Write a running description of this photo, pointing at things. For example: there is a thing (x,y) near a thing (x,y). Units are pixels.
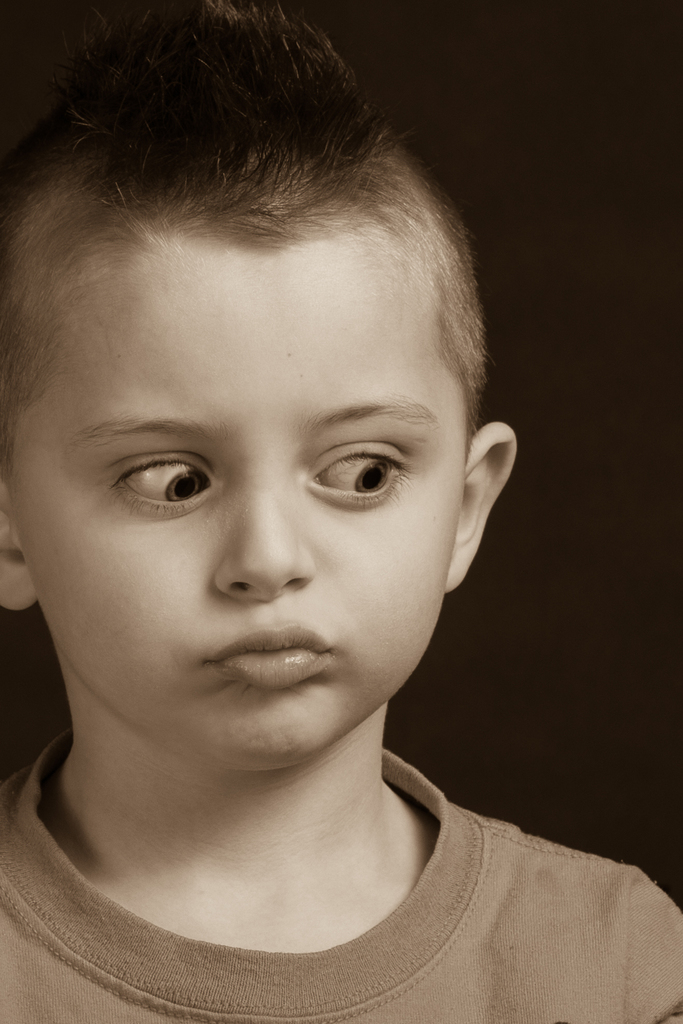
This is a black and white image. In this image there is a boy (342,343). In the background (579,722) it is dark.
